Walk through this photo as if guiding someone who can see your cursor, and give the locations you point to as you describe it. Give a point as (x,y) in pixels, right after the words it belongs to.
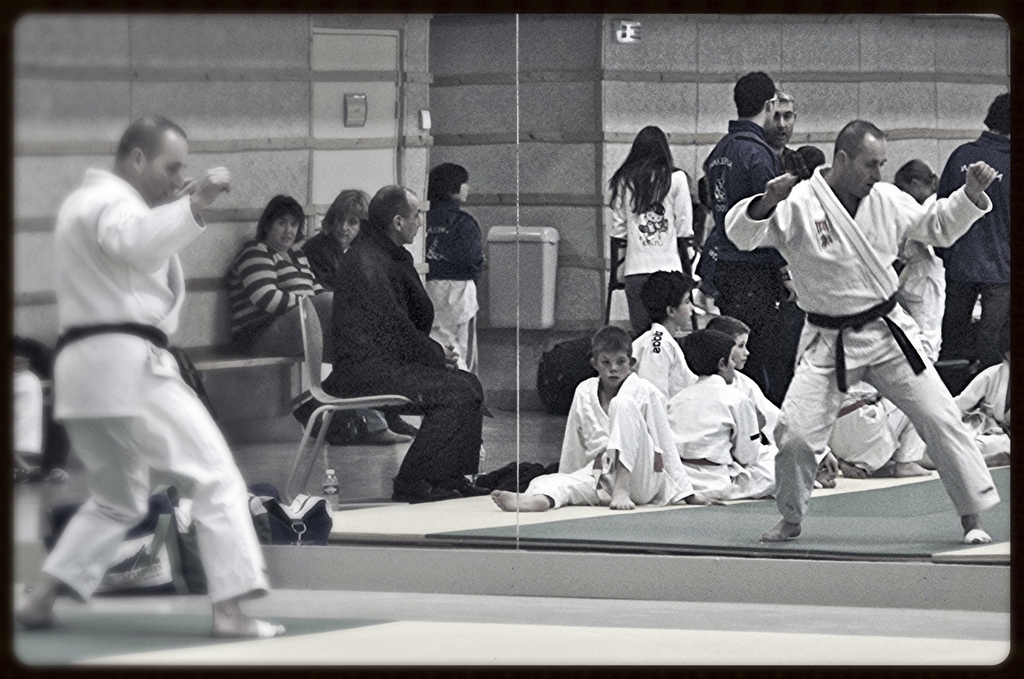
In this image I can see the person (91,405) wearing the dress (132,385). In-front of the dress (116,340) I can see the mirror (548,450). In the mirror (531,392) I can see the reflection (463,337) of many people (451,348). I can see few are sitting on the floor (521,434), few people (420,407) are on the chair (325,392) and few are standing. In the background (548,313) I can see a box (509,256) attached to the wall (541,110).
